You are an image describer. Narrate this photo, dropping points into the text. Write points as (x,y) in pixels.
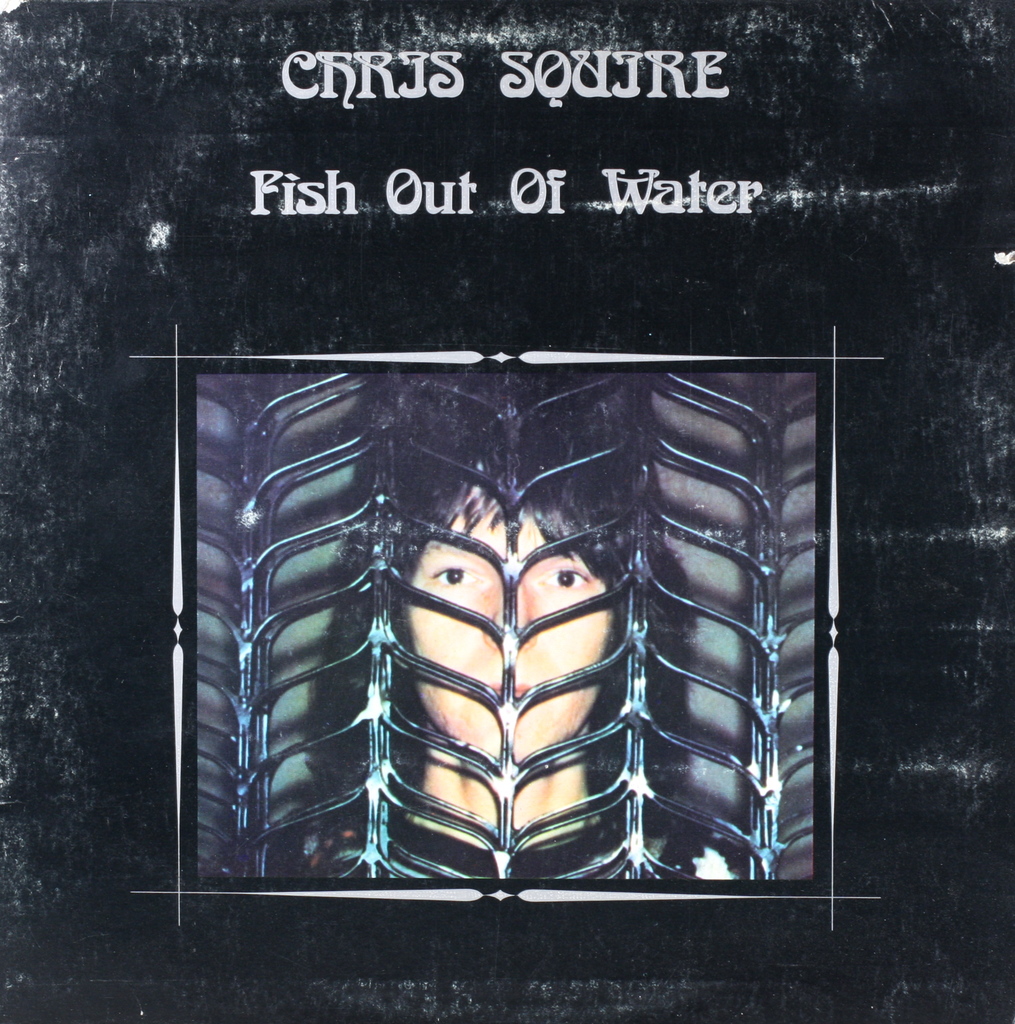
In this image we can see a poster (331,829) with a text (444,176). Also there is an image of a person (541,645) behind the grille (442,670).
